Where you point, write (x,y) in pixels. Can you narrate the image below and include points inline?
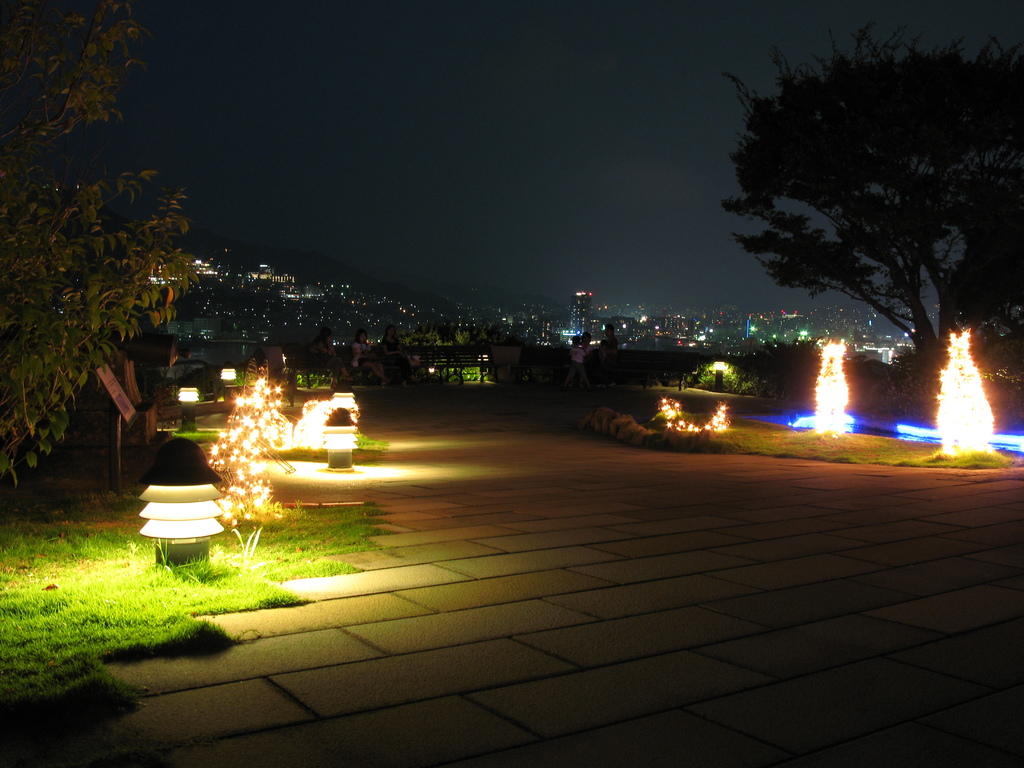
It is a park (477,453) beautifully decorated with lights (285,447) and in the front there is a bench (481,349) and some people (380,365) are sitting on the bench (427,349), the image is captured in the night time so the view of the city (327,306) behind the park (540,364) is very beautiful.
